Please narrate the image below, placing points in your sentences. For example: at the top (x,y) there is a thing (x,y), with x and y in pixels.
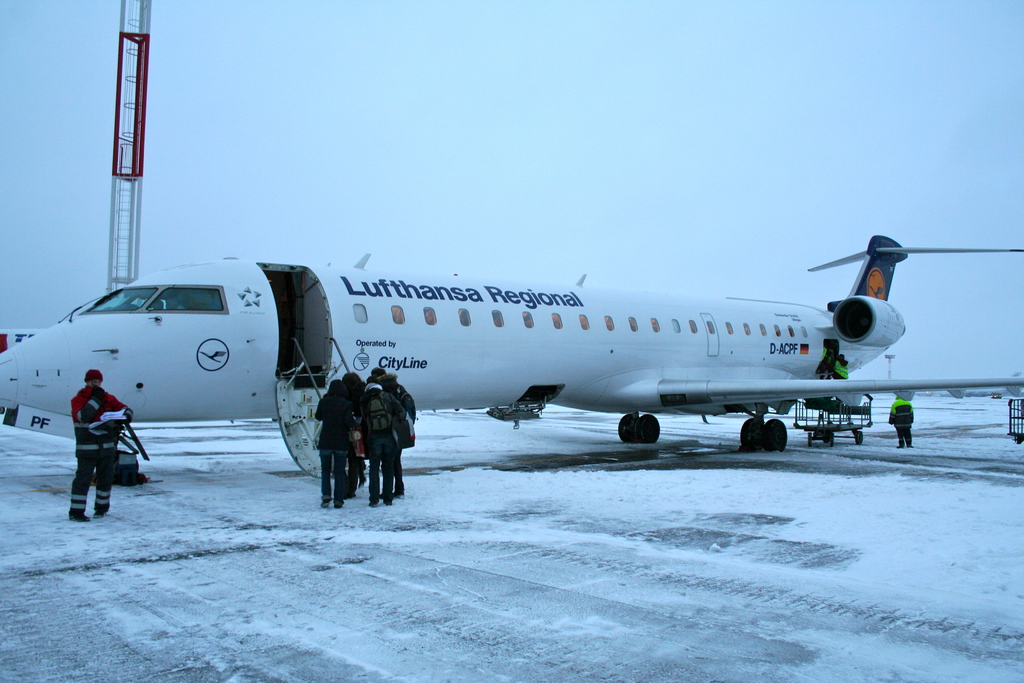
In this image there are some persons (363,439) standing on the left side of this image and there is one person (905,407) standing on the right side of this image (910,431) and there is a plane (400,336) in middle of this image (515,365). There is a ground (554,475) in bottom of this image (498,548). There is a sky (545,111) on the top of this image (454,157).
